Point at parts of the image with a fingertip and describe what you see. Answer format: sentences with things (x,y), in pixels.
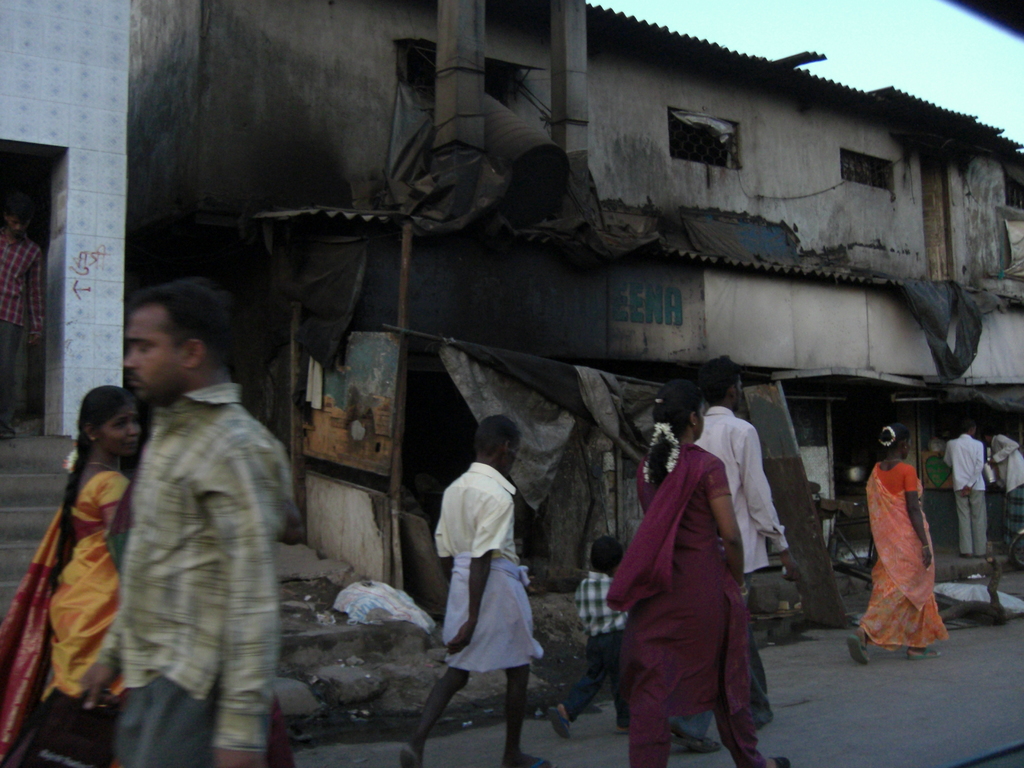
In this image we can see a few people (267,575), one of them is holding a bag (65,750) there is a board (541,325) with text (656,309) on it, also we can see the sky (845,36).
